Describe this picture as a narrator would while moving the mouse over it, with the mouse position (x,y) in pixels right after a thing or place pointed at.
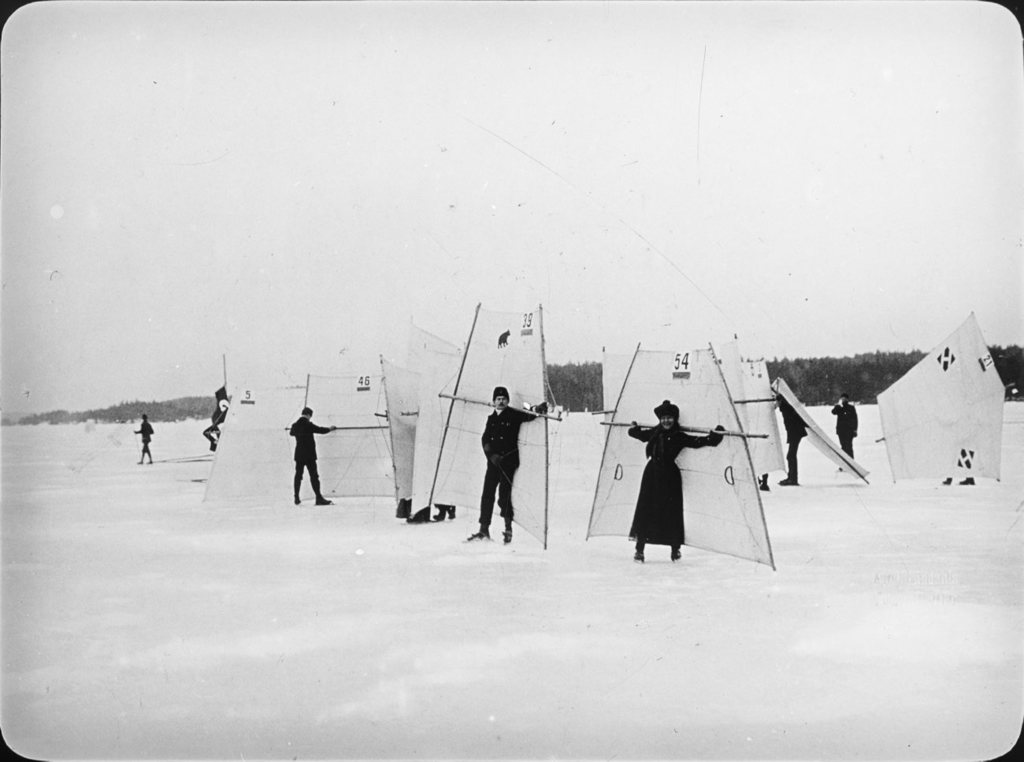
In this image, we can see few people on the snow (577,544). They are doing sail skating. Background we can see trees (868,379) and sky (615,232).
